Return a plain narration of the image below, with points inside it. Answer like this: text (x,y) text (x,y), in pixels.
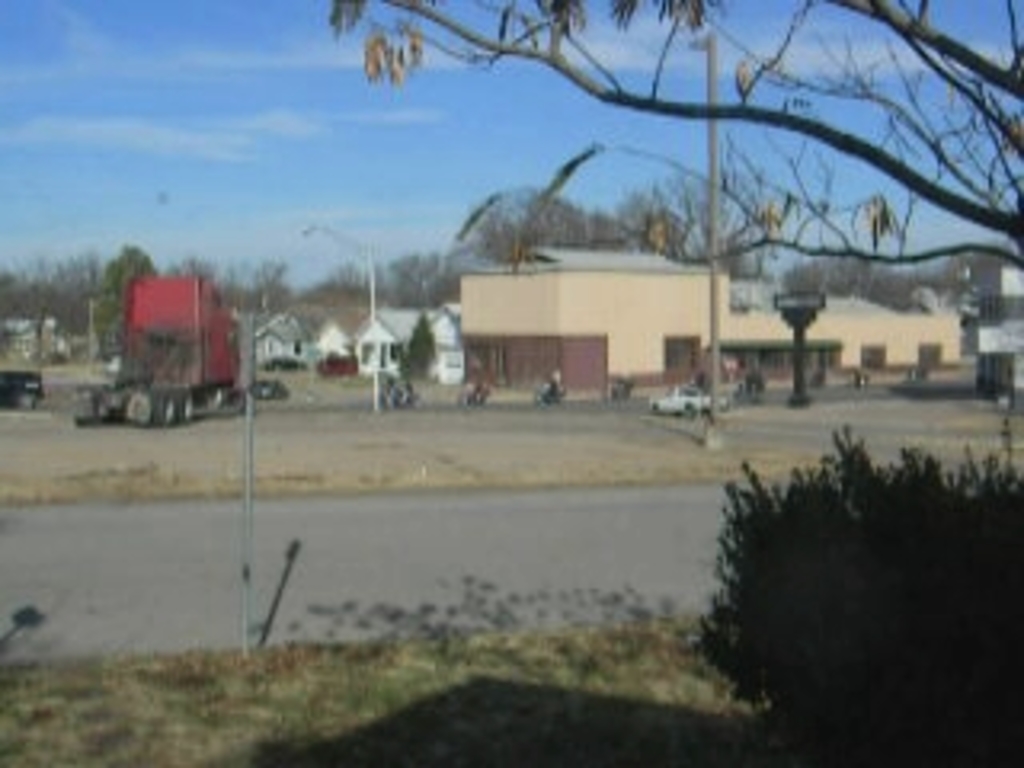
In this image we can see few buildings (656,350), trees (936,154), vehicles (745,388) on the ground (473,409), light poles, a pole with board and the sky (412,108) in the background (367,131).
